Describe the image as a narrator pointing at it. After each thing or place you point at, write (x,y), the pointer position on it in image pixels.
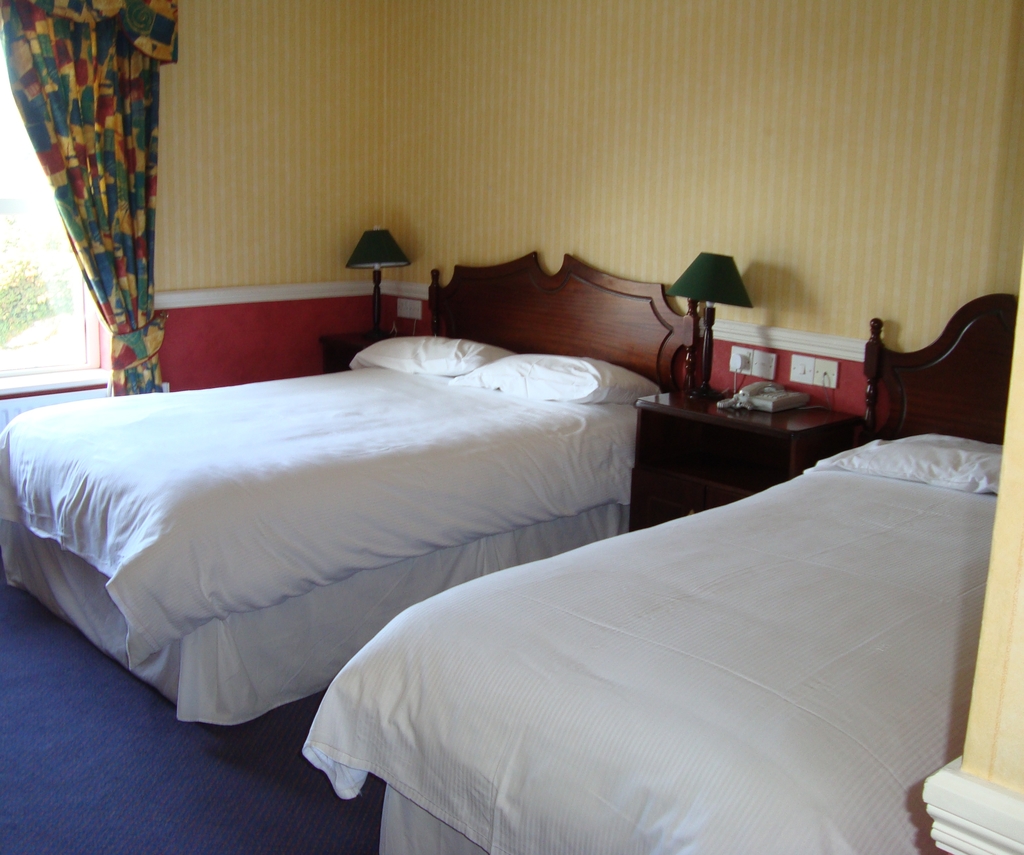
In this picture there are two empty beds (280,452) which are white in color. In the background (79,130) there is a beautiful curtain (130,240) and two bed lamps (714,280).
